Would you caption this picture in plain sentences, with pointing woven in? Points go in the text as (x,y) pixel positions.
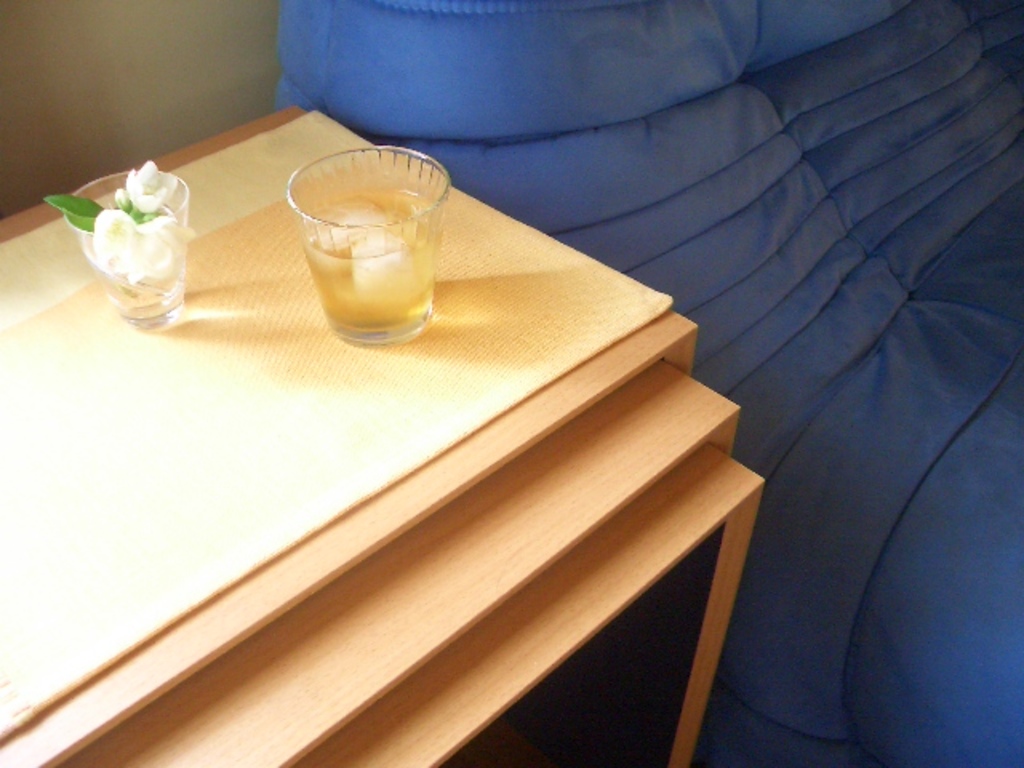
In this image I can see a glass (326,291) and flowers (112,228) on the table (112,470).
